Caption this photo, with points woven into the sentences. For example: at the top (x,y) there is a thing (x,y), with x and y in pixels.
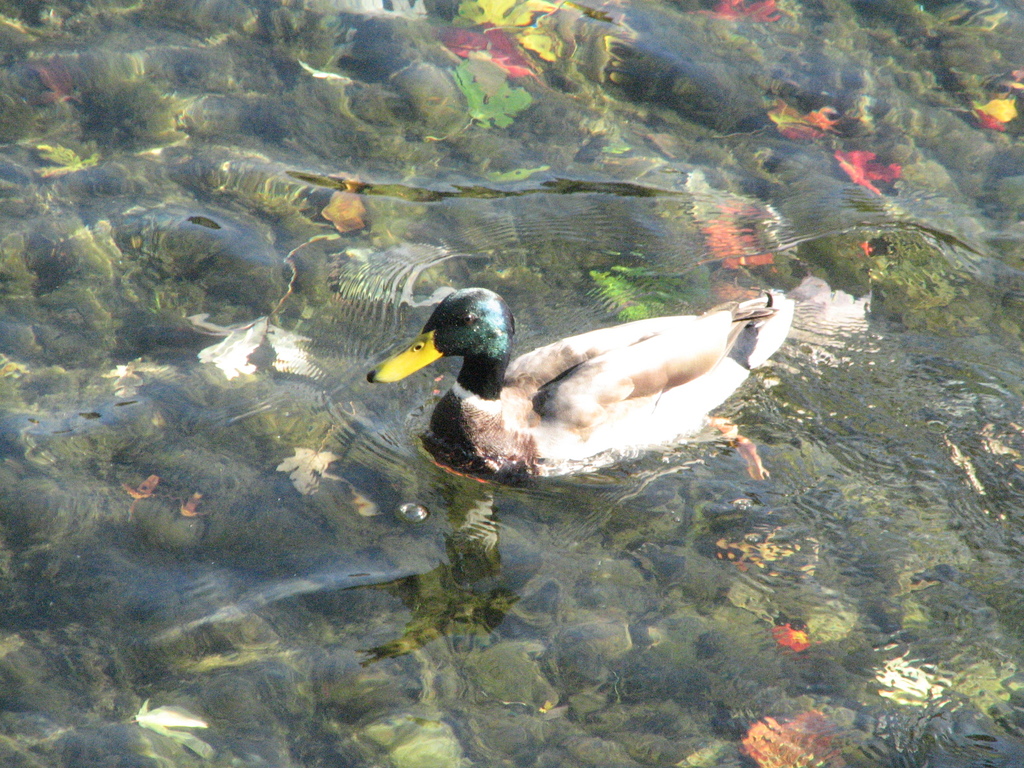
In this image I can see in the middle (652,387) a duck (646,370) is swimming in the water (473,525).
